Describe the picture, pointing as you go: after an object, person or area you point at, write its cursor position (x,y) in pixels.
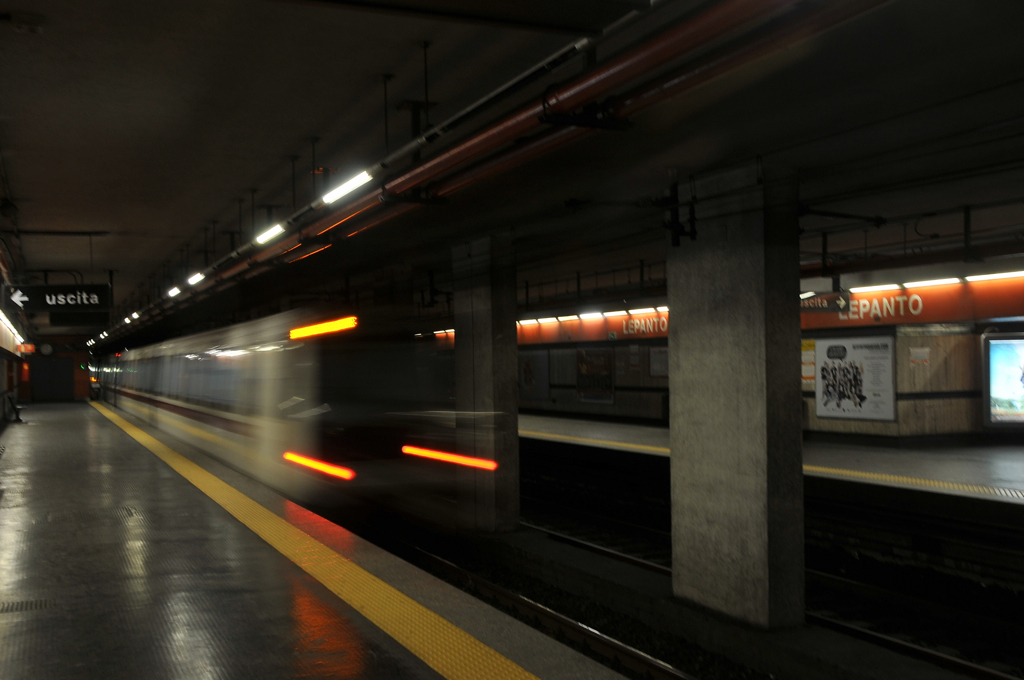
In this picture I can observe a railway station (565,511). There are two platforms (13,463). I can observe some pillars (482,393). There is a train (293,429) on the railway track (639,673). I can observe some tube lights (89,344).
